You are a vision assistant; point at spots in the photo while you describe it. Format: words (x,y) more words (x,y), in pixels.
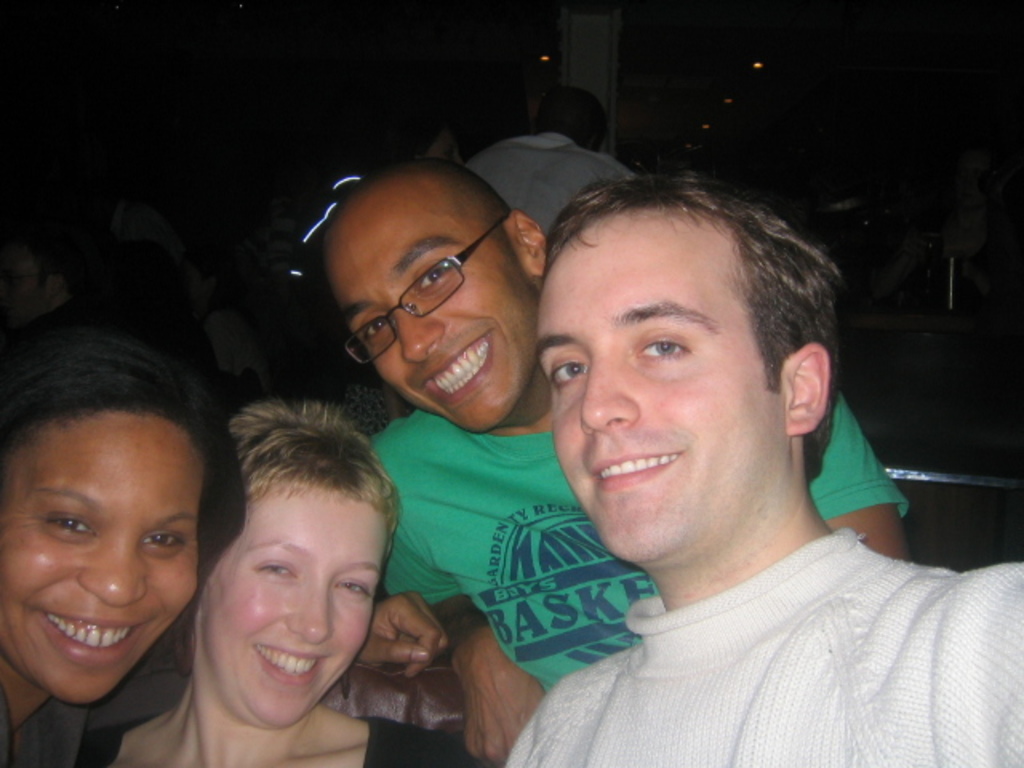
In this image I can see few persons (487,538) smiling. One of the persons (416,411) is wearing spectacles (371,323). In the background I can see few persons (77,261). The background (96,197) is dark.
